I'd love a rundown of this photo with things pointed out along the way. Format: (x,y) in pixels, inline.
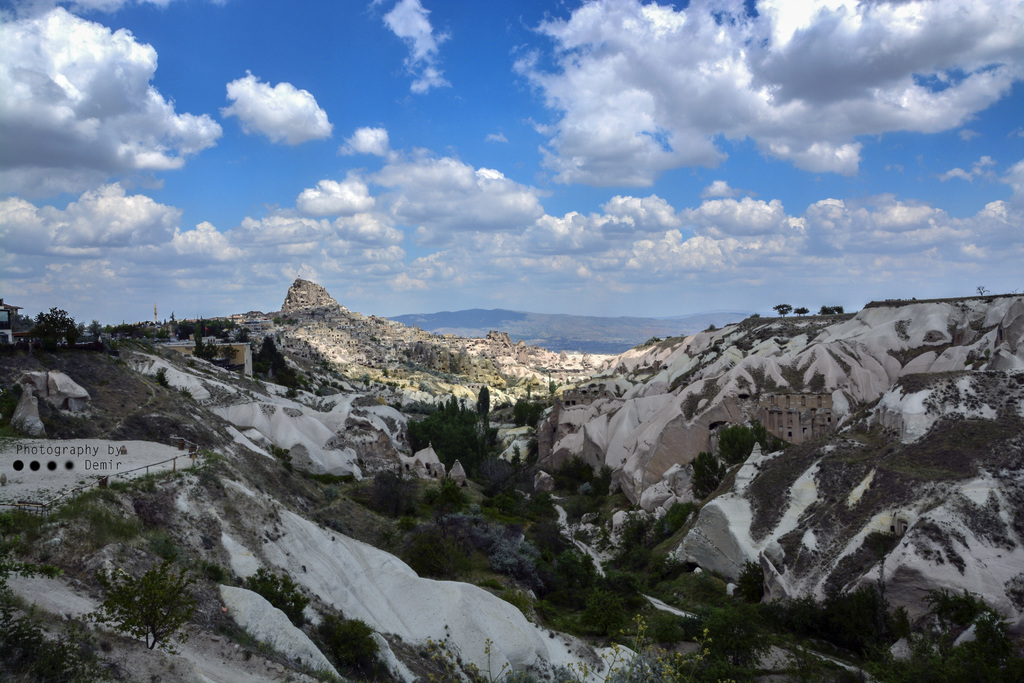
In this image we can see hills (452,598), plants (562,605), pillars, sculptures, buildings (780,414), trees (467,502) and sky (509,184) with clouds (590,110).
